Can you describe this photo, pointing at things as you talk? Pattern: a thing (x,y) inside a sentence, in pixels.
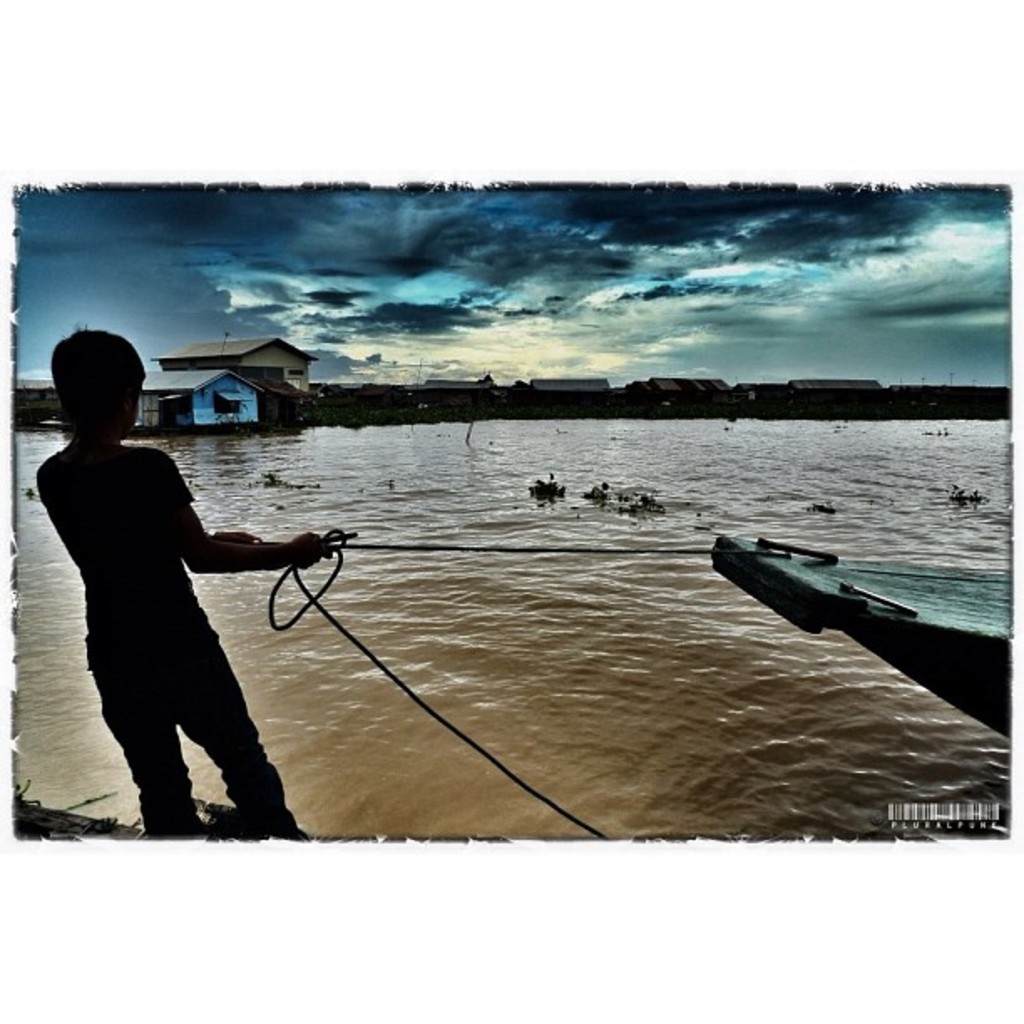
As we can see in the image there is water (453,491), boat (978,633) and a person (159,539) standing on the left side (143,476). In the background (442,396) there are buildings (259,424). At the top (370,215) there is sky (365,267) and there are clouds (471,360).
